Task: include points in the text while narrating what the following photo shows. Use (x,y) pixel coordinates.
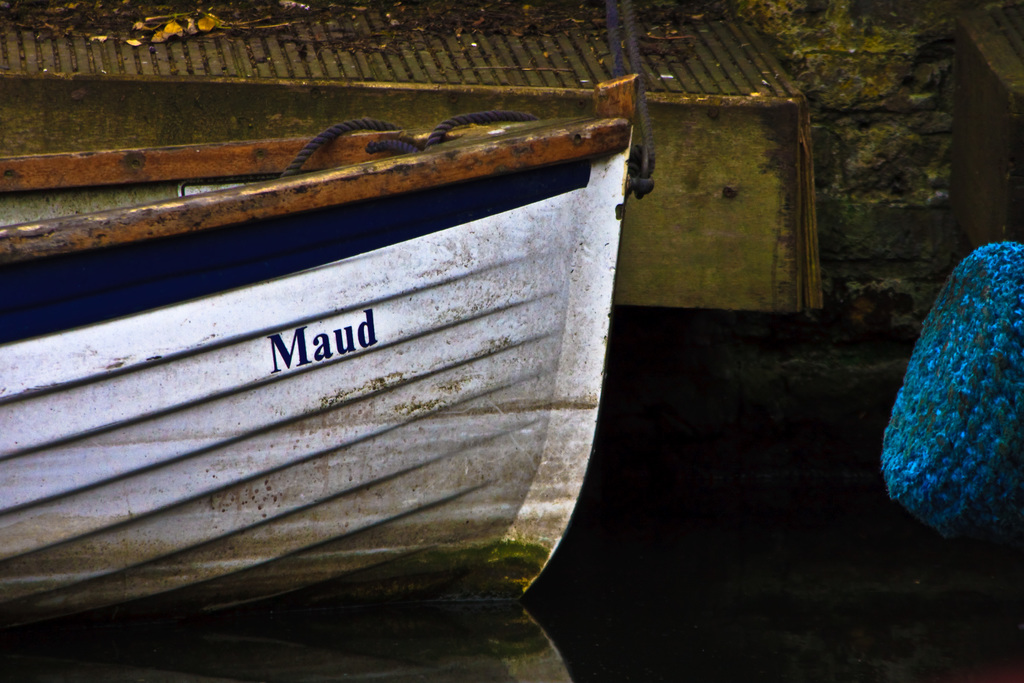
In this picture, there is a boat (346,278) on the river (417,610). Towards the right (927,366), there is an object (996,299). On the top (480,108), there is a wall (851,85).
